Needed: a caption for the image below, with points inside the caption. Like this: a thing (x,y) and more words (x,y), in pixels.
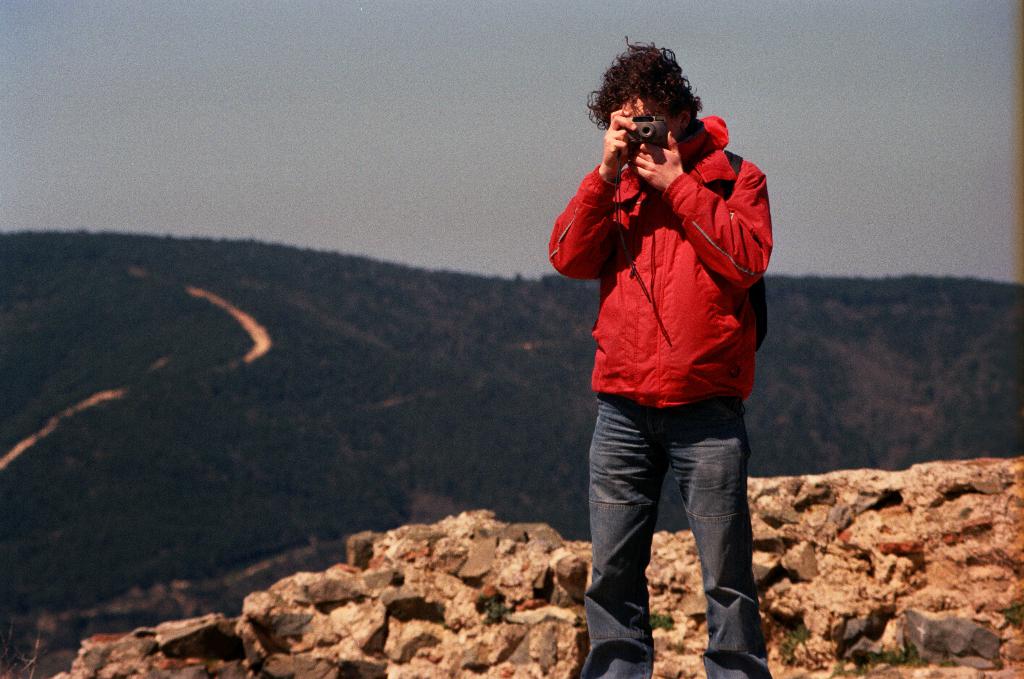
In the image there is a person (647,224) standing and holding a camera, it looks like he is capturing something, behind the man (618,516) in the background (774,317) there are mountains (812,423).
